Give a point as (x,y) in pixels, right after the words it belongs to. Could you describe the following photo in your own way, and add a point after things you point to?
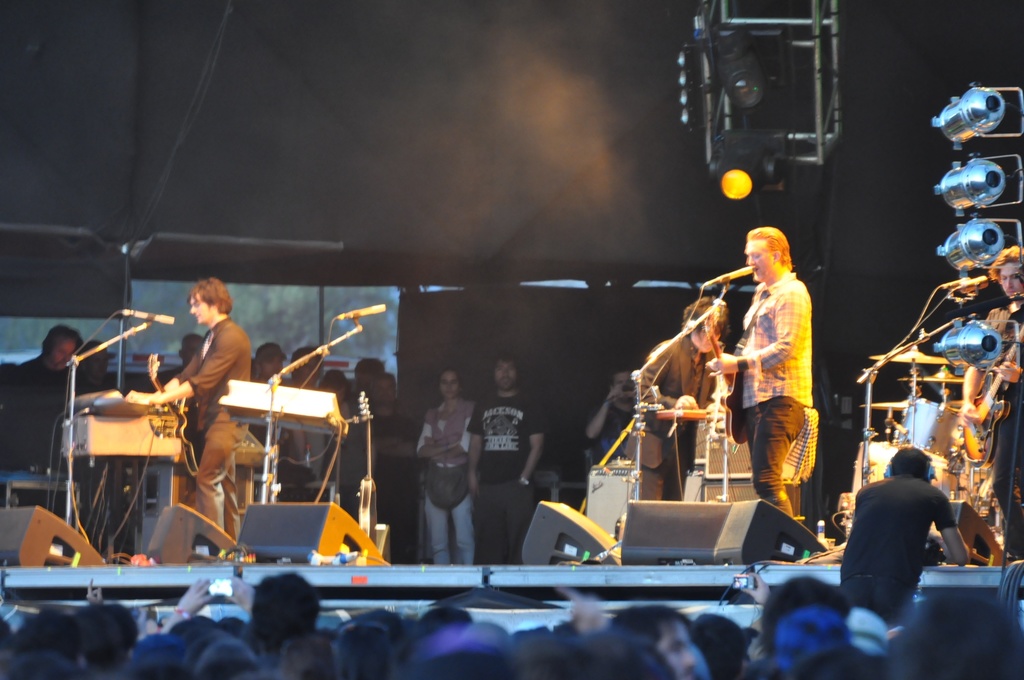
In this image two persons (806,422) are standing and holding guitar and a person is standing and playing piano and few persons (91,378) are standing at left side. There are few mic stands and a guitar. At the right side (983,108) there are few lights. Bottom of image (626,632) there is crowd (52,640).
